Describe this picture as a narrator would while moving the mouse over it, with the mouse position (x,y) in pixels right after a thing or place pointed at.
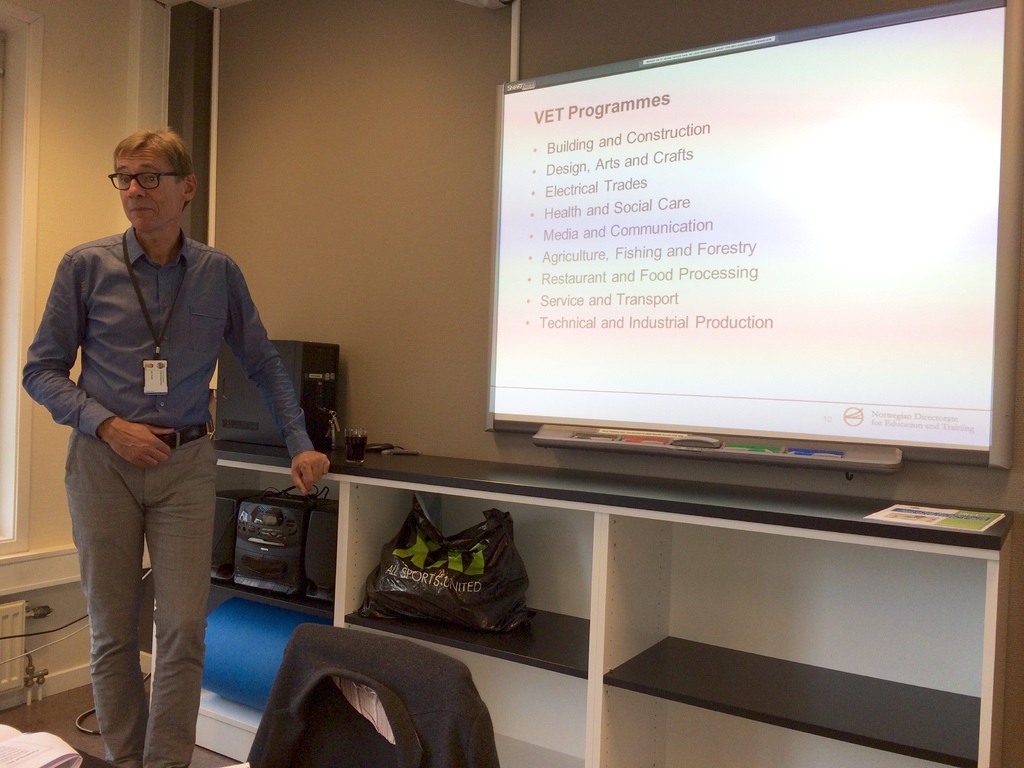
In this image I can see a person (256,341) wearing a id card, standing in front of the bench (488,462) on the bench (676,600) I can see a CPU (316,393) and under the bench (383,522) I can see a carry bag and box (223,563) kept on it. and above the bench (222,585) a screen (583,328) attached to the wall (303,104).
